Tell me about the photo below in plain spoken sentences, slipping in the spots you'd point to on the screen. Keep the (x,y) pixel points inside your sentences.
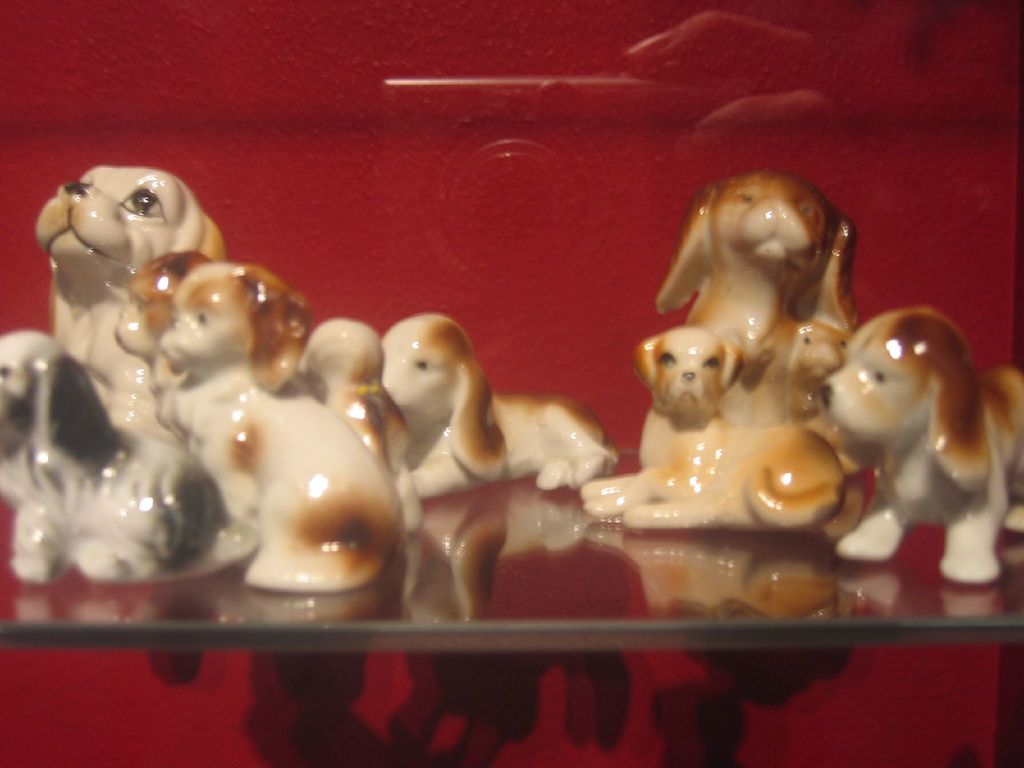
In this picture we can see the toys (299,495) are present in the shelf (583,632). In the background of the image (967,131) we can see the wall (958,114).
